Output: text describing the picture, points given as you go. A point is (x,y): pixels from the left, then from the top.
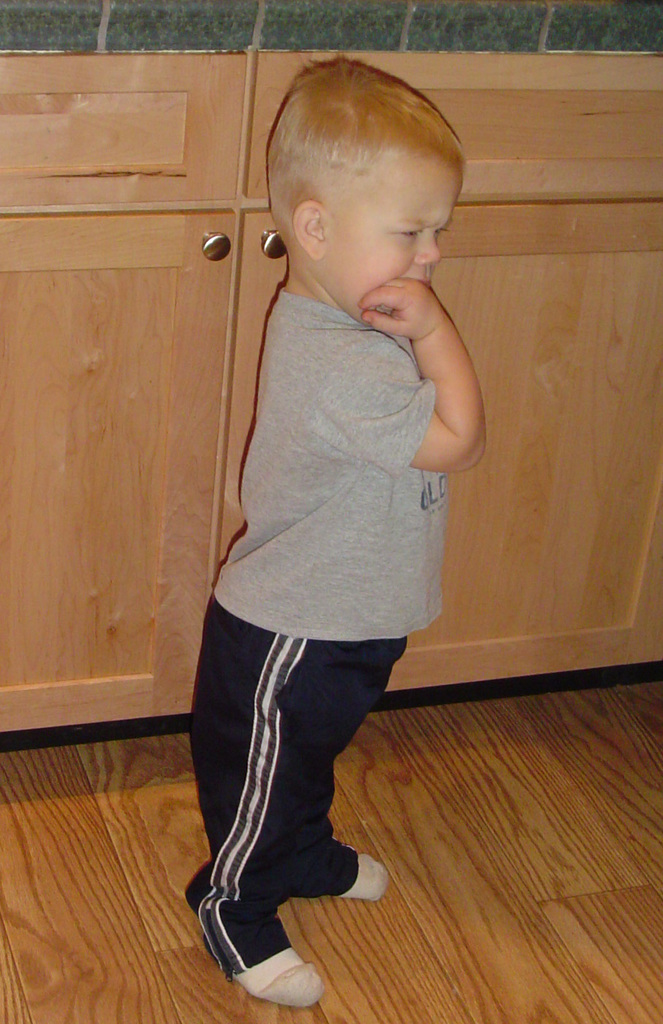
In this image we can see a child (280,562) wearing T-shirt (437,598), pant (268,763) and socks (362,867) is standing on the wooden flooring (302,910). In the background (657,233), we can see the wooden cupboards (94,156).
